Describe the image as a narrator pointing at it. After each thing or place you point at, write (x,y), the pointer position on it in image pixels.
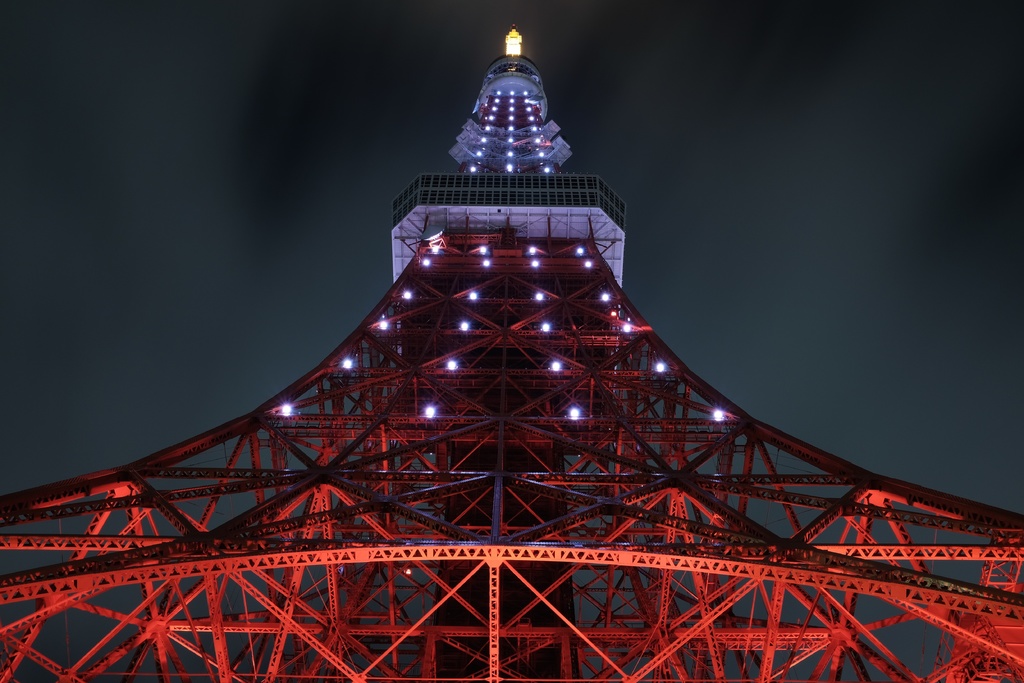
In the image there is a tower (549,278) and the image is captured from the bottom of the tower (462,552), there are many lights (453,368) fixed to the tower (472,137) and it is painted in red color.
